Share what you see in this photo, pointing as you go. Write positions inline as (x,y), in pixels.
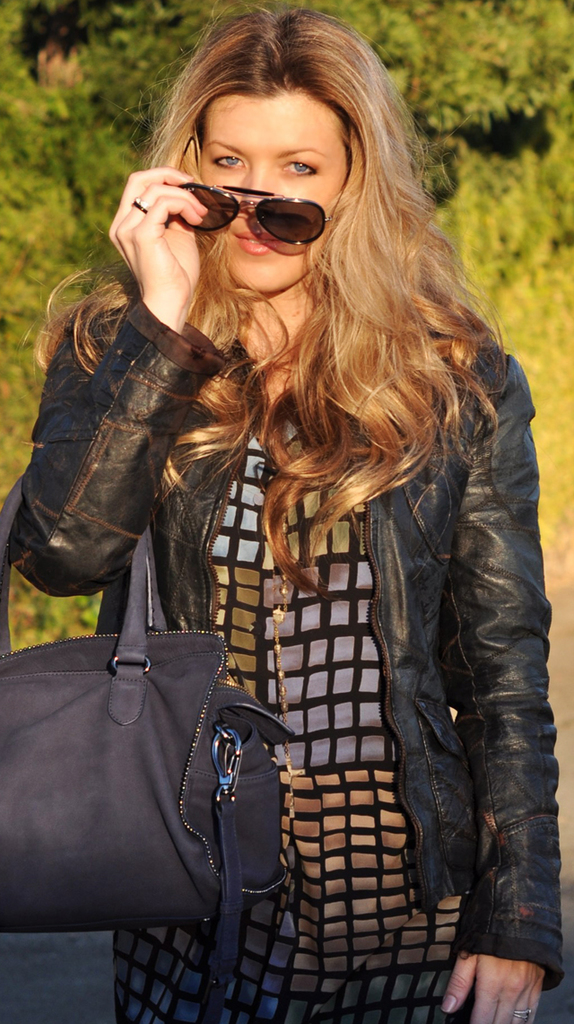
In the picture there is a woman (486,644) wearing a black jacket (506,777) had blond hair (385,307) and in background (480,244) there are trees (35,610).
